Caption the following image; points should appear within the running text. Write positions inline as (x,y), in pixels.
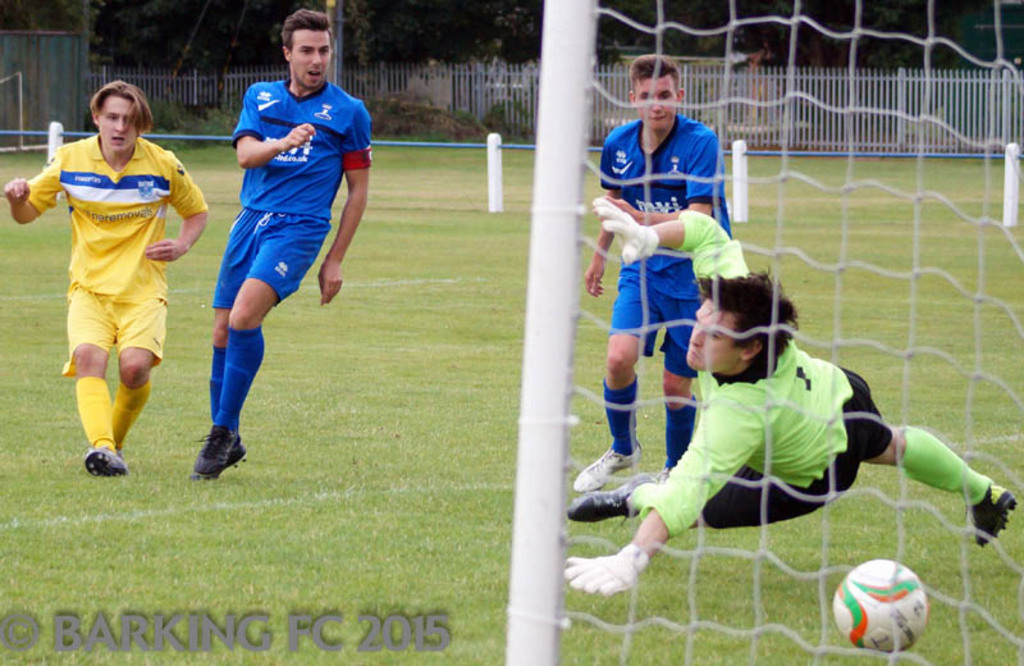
In the image there are few persons (593,270) playing football on the grassland (352,414) and in the back (474,61) there is a fence (597,80) with trees (194,61) behind it.
